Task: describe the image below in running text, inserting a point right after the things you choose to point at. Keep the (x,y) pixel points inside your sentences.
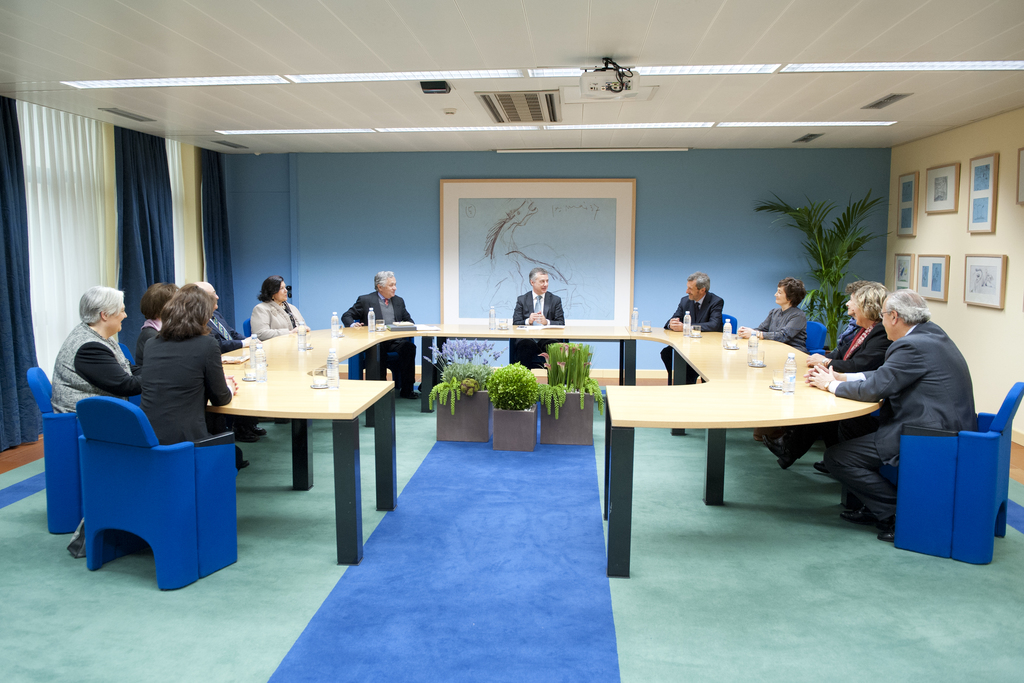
The group of people (169,326) sitting in chairs (130,434) and there is a table (780,398) in front of them which has water bottles (755,352) on it and the background wall (415,224) is blue in color.
